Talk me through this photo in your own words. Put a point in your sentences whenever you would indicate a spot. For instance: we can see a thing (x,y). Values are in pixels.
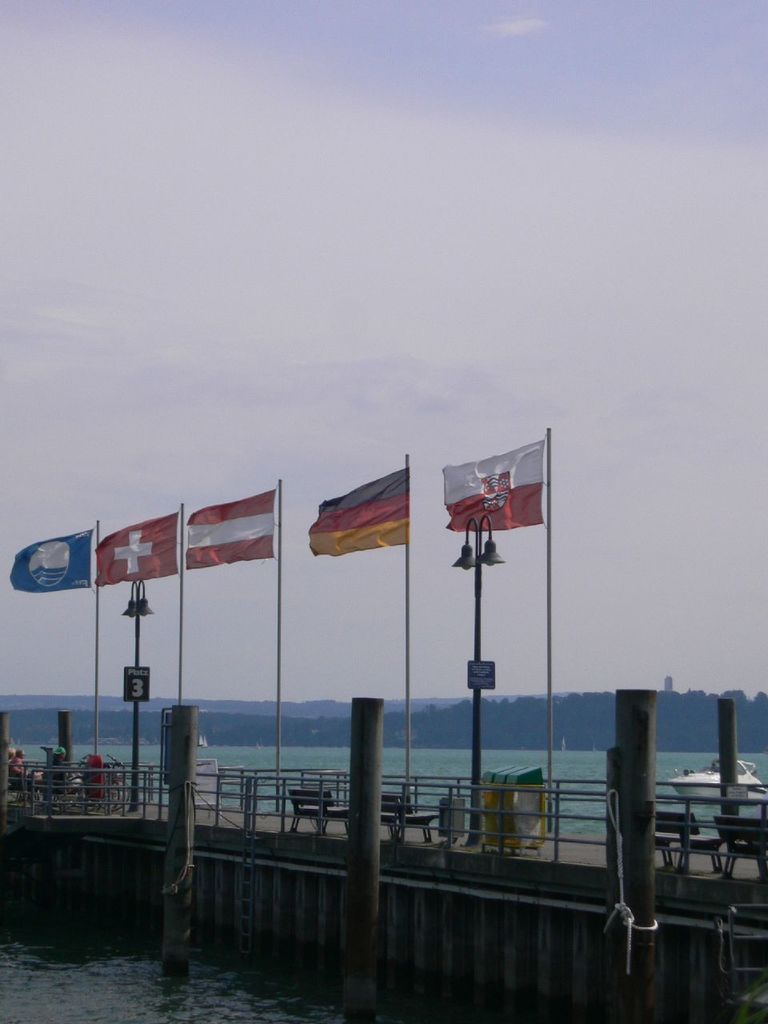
In this picture there is a bridge (556,843) which has few benches (703,840) and flags (191,557) attached to poles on it and there is a boat (720,778) on the water (716,814) in the right corner (718,791) and there are few people (58,778) sitting in the left corner (40,774).
